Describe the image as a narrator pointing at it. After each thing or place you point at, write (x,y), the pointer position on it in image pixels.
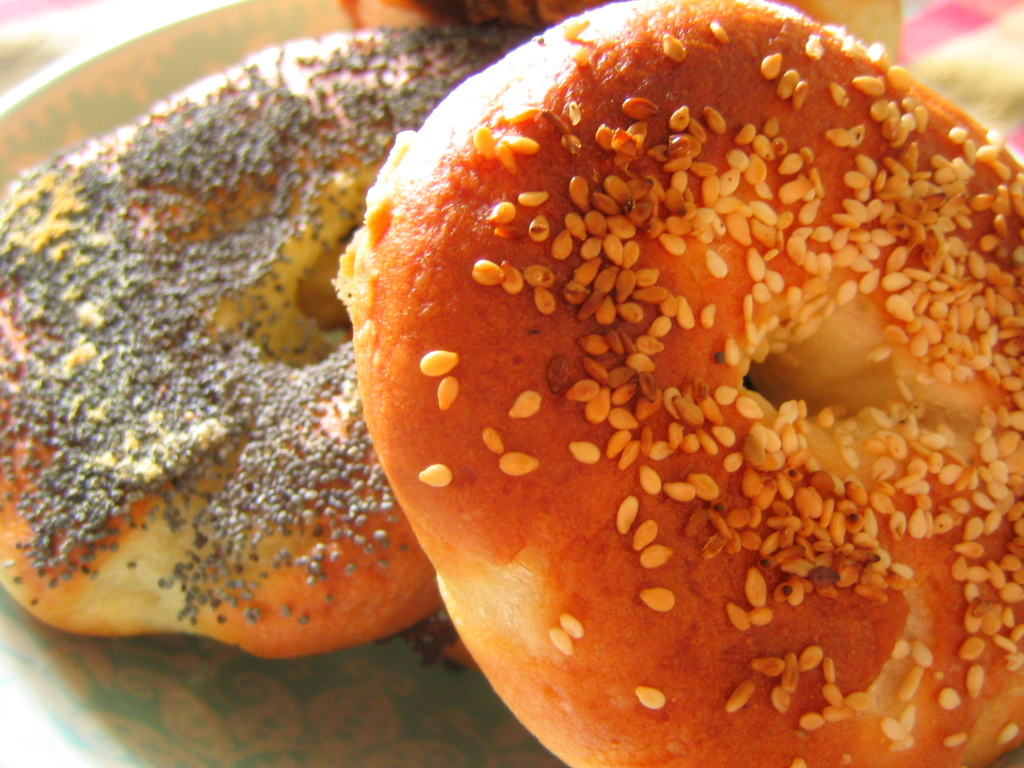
In this picture I can observe a food item (342,346). It is looking like a doughnut (608,348).
